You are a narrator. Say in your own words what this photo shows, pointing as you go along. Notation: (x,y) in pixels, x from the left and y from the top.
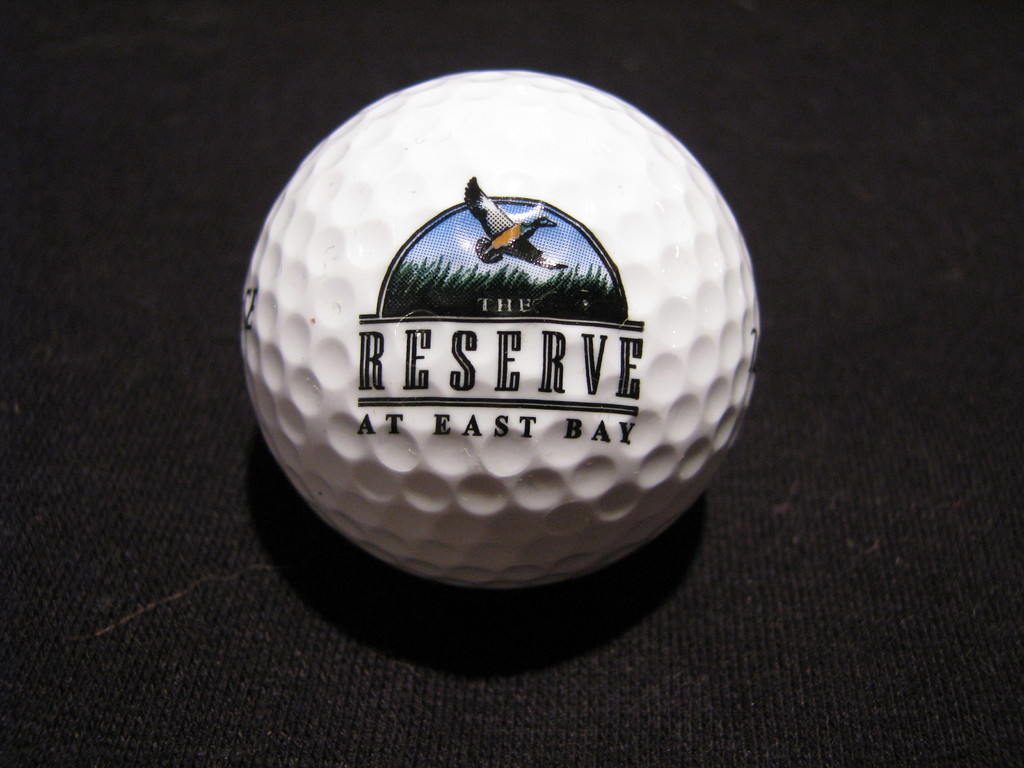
In the foreground of this picture (518,372), there is a white ball (555,442) on a black surface (722,524) and text (546,346) written on the ball (380,406) as "RESERVE AT EAST BAY".
